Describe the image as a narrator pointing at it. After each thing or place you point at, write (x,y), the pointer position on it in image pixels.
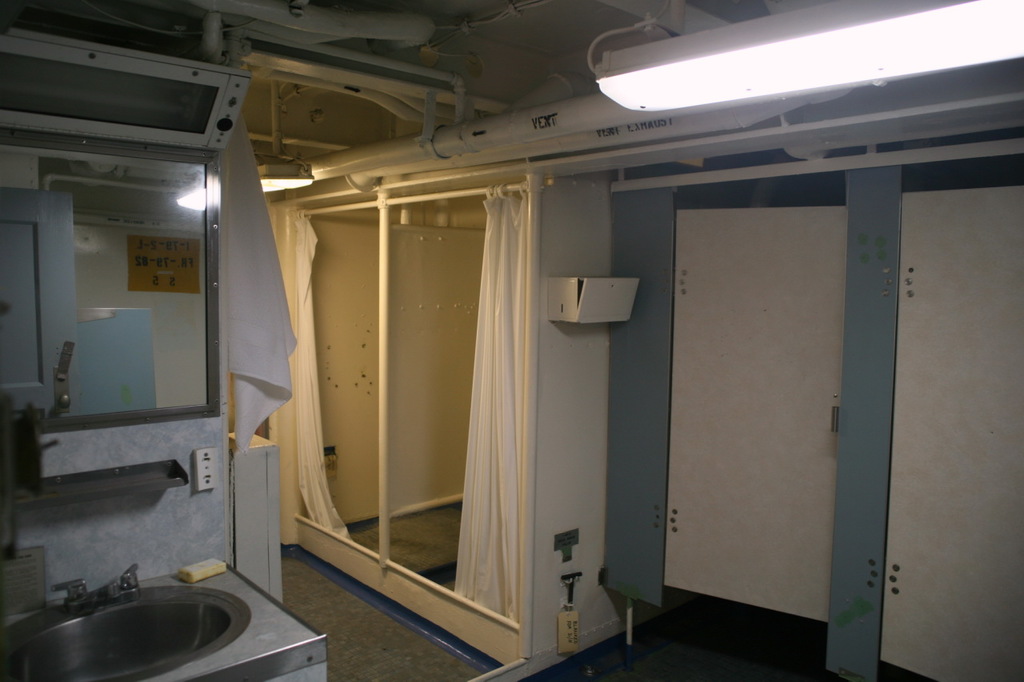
In this image, we can see curtains (507,468) and some pipes (555,119). There are doors (965,382) on the right side of the image (966,383). There is a light (749,69) in the top right of the image (813,64). There is a mirror (189,335) on the left side of the image (168,323). There is a sink basin (197,609) in the bottom left of the image (169,627).
